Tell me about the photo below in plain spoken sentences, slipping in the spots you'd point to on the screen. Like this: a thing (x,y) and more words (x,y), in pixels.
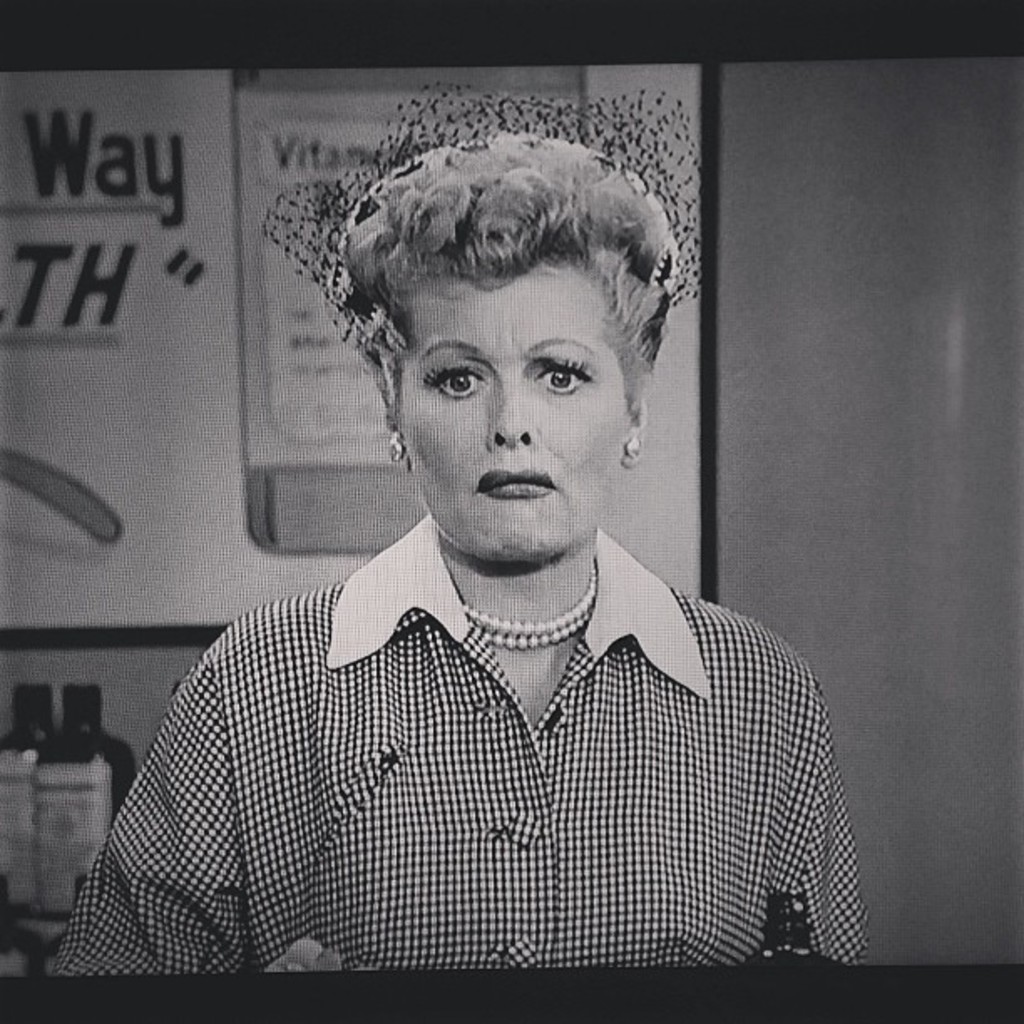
In the picture I can see a woman (683,915) in the middle of the image (481,611). She is wearing a shirt (377,731) and I can see the pearl necklace (494,630) on her neck (564,608). I can see the glass bottles (124,791) on the bottom left side of the picture (18,856).
